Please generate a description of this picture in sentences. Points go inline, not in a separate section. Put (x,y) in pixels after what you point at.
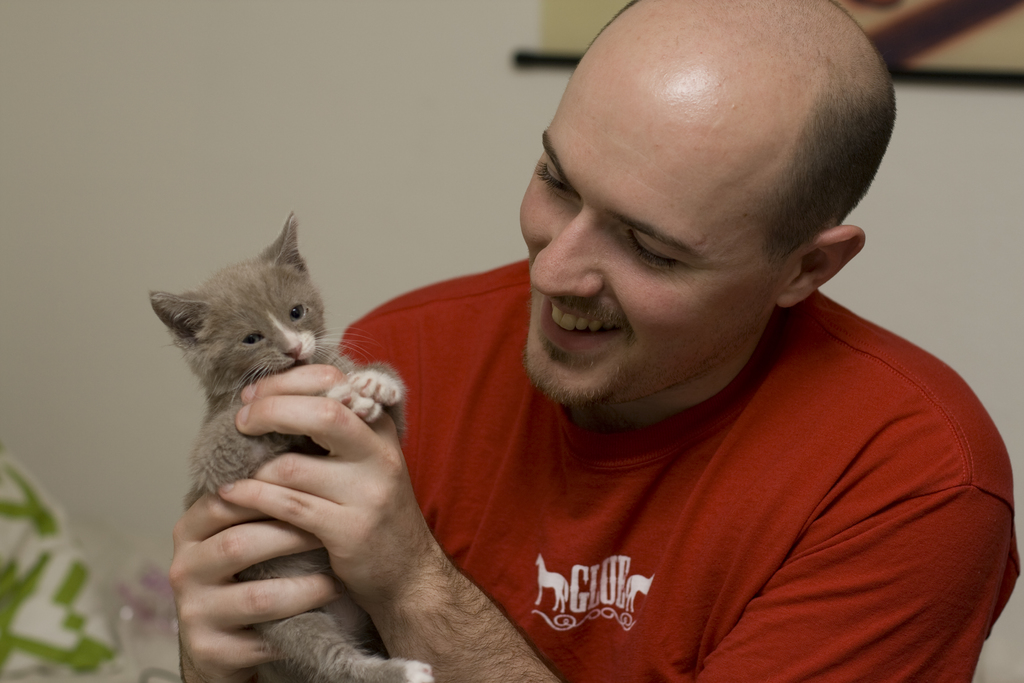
In this image I can see a person (461,360) smiling and holding the cat (268,449).
